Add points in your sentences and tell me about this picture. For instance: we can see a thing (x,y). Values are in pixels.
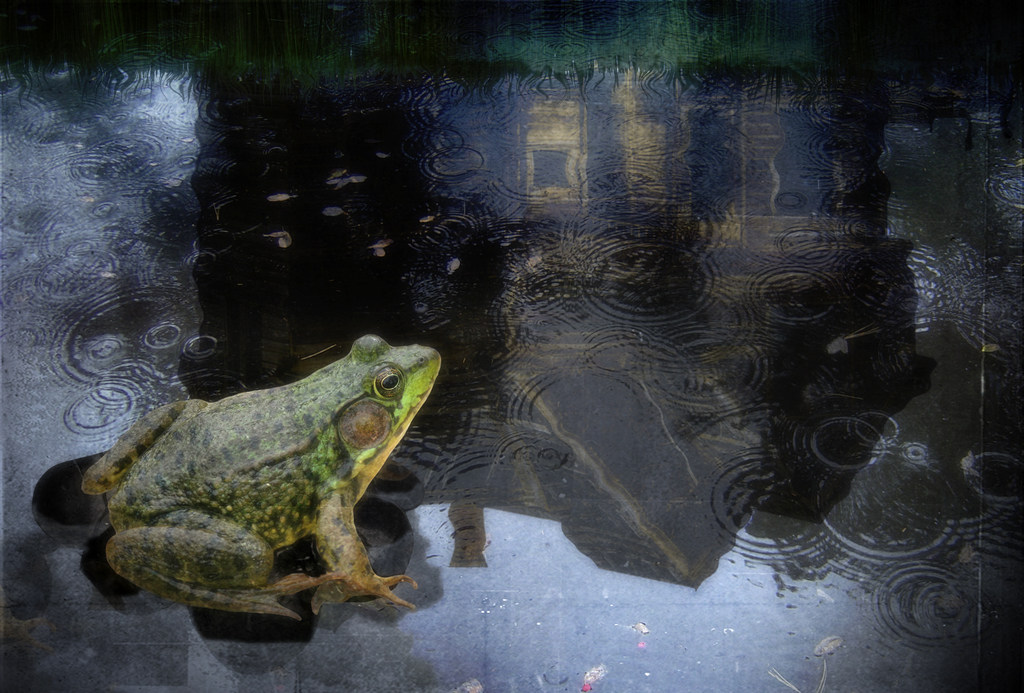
In this image we can see the animation picture of a frog (285,449) on the water (511,371).
